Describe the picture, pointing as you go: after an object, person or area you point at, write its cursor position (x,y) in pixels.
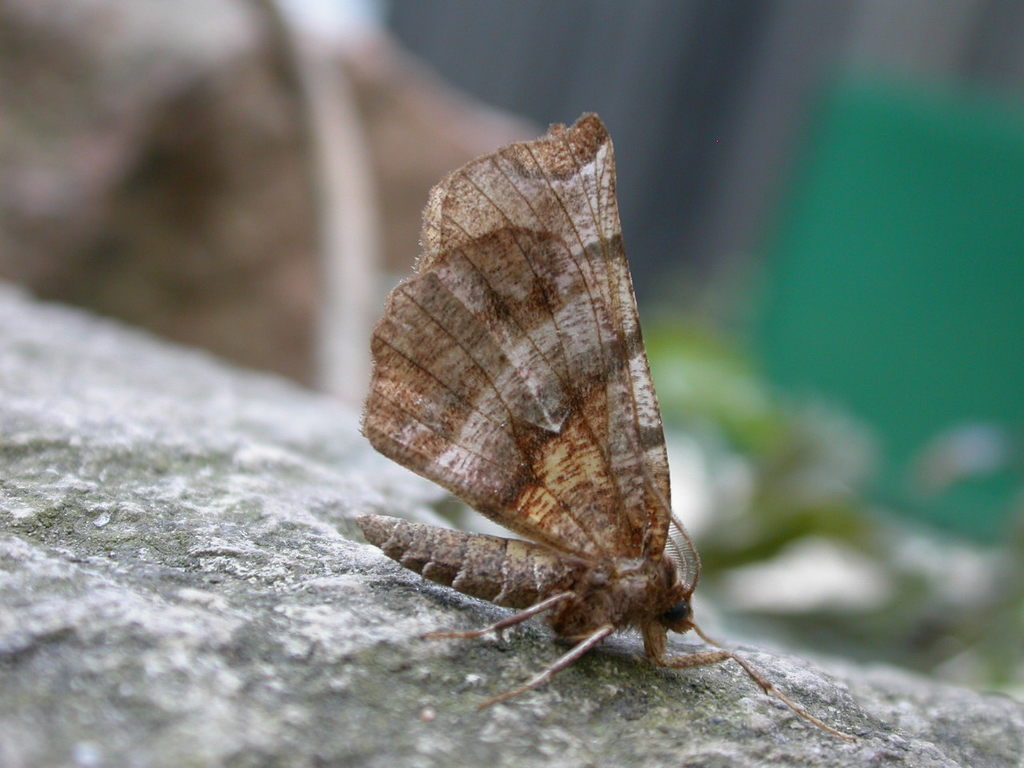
There is a moth (475,575) on a surface (460,646). The background is blurred.
